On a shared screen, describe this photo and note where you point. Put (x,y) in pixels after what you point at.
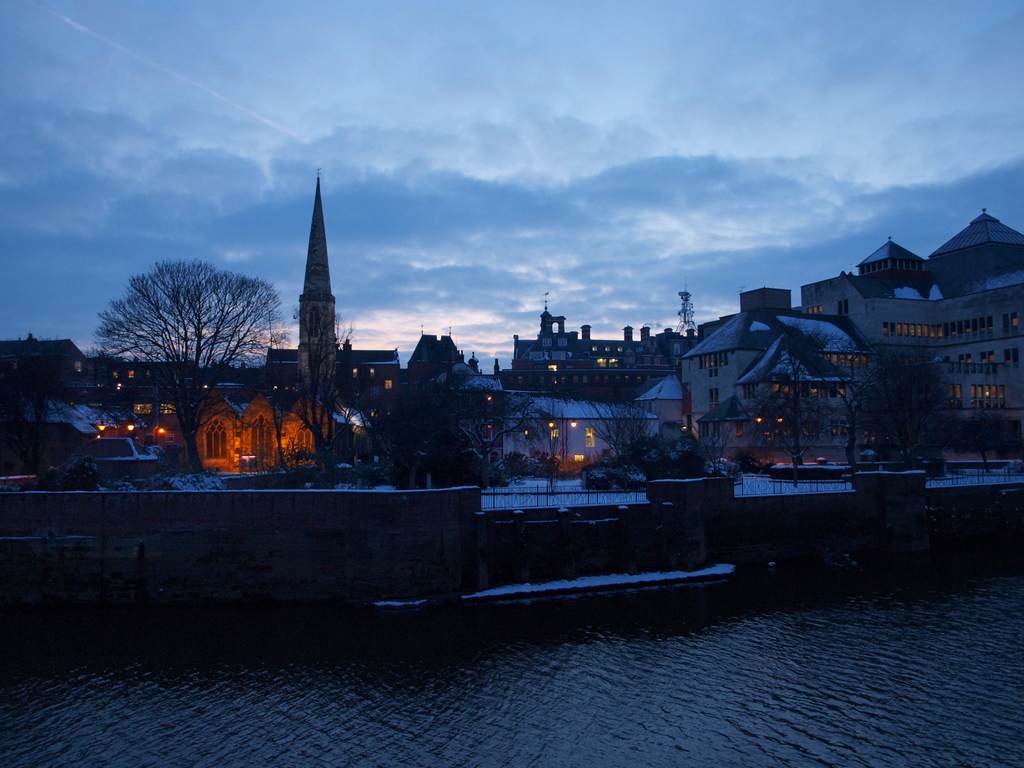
This picture is clicked outside. In the foreground (634,699) we can see a water body (871,672). In the center (480,422) we can see the trees (445,415), houses (488,406), lights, spire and many other objects (892,490). In the background (834,80) we can see the sky (546,98).
